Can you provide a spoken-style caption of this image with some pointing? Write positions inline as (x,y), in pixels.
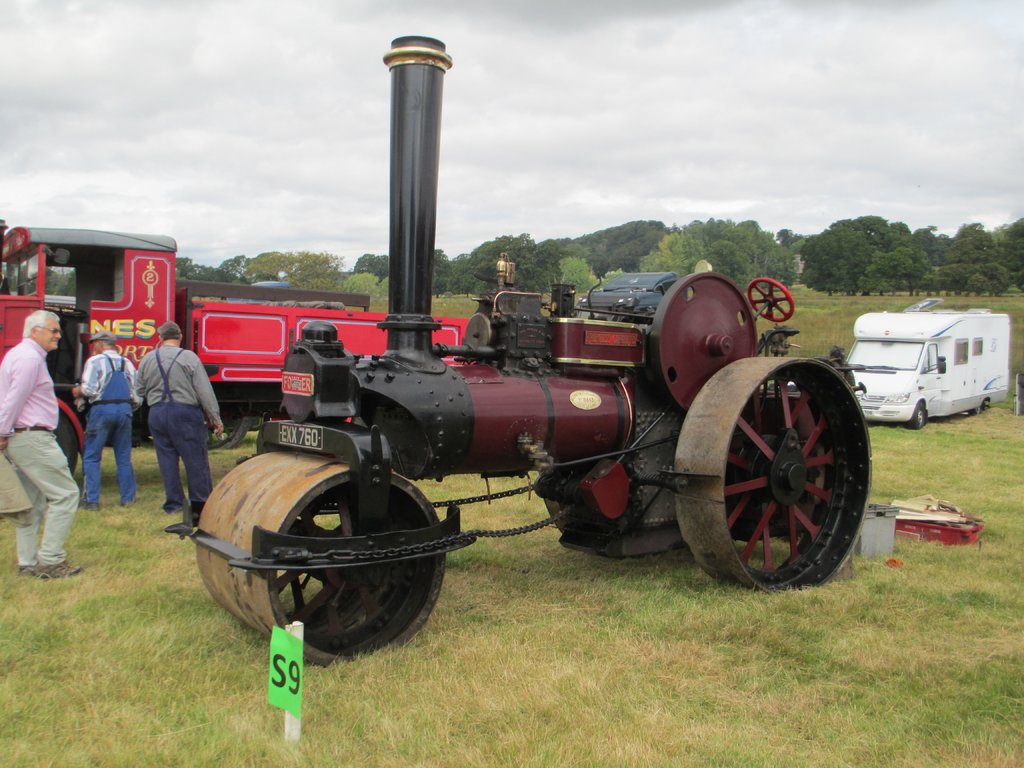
In this image there are vehicles (413,489) on a grassland (549,687) and there are three people (127,440) standing, in the background (959,272) there are trees (456,273) and the sky (333,168).
